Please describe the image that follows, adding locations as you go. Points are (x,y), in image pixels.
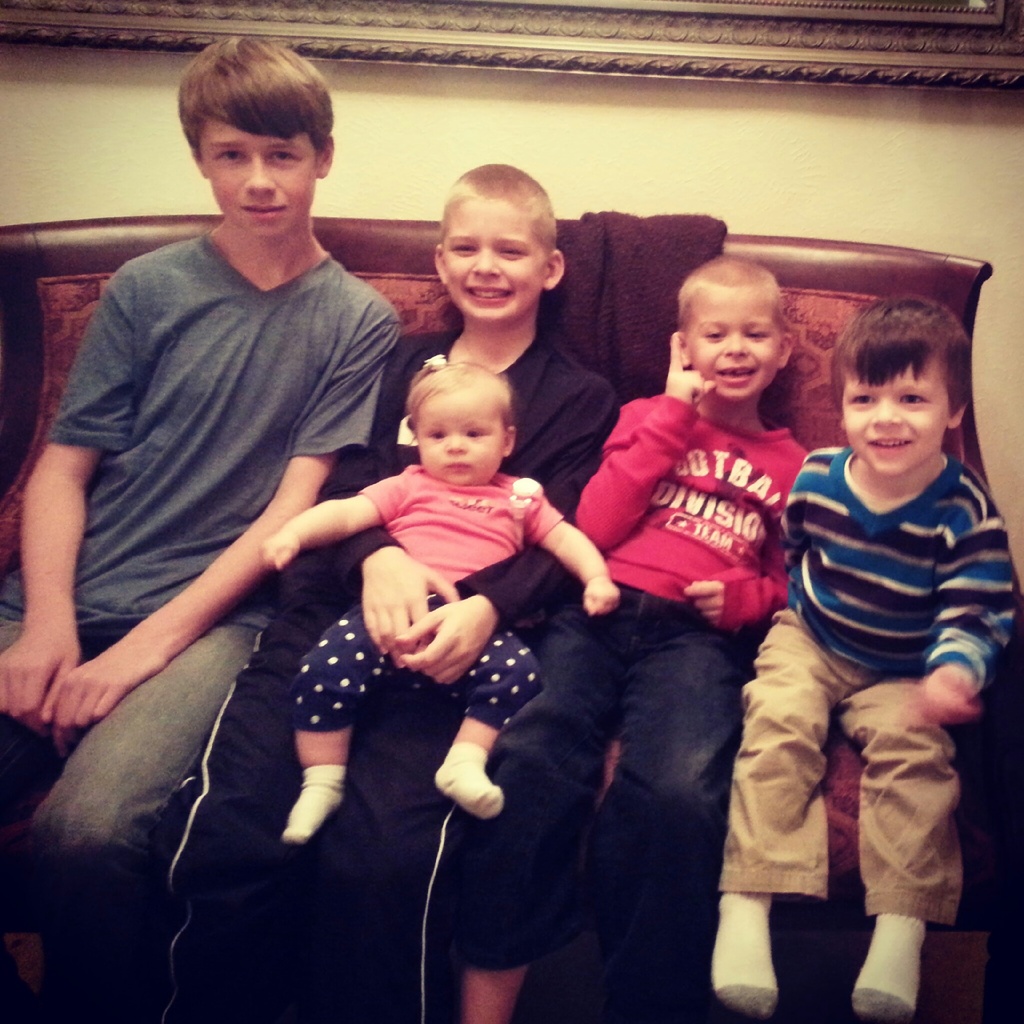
In the picture I can see four boys (151,477) sitting on the sofa (859,879). There is a boy (597,440) in the middle (597,453) is holding a baby (549,539) and there is a smile on his face (512,236).
